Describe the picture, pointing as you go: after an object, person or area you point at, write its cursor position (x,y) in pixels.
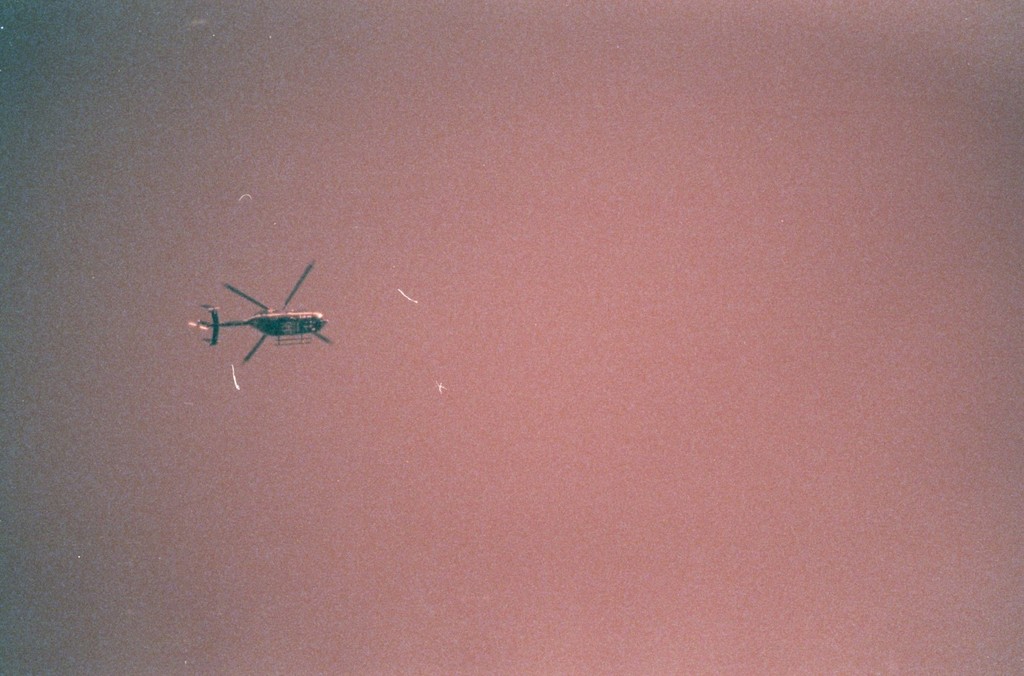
In this image I can see an aircraft (225,285), background (655,200) sky (456,89) is in gray and light pink color.
